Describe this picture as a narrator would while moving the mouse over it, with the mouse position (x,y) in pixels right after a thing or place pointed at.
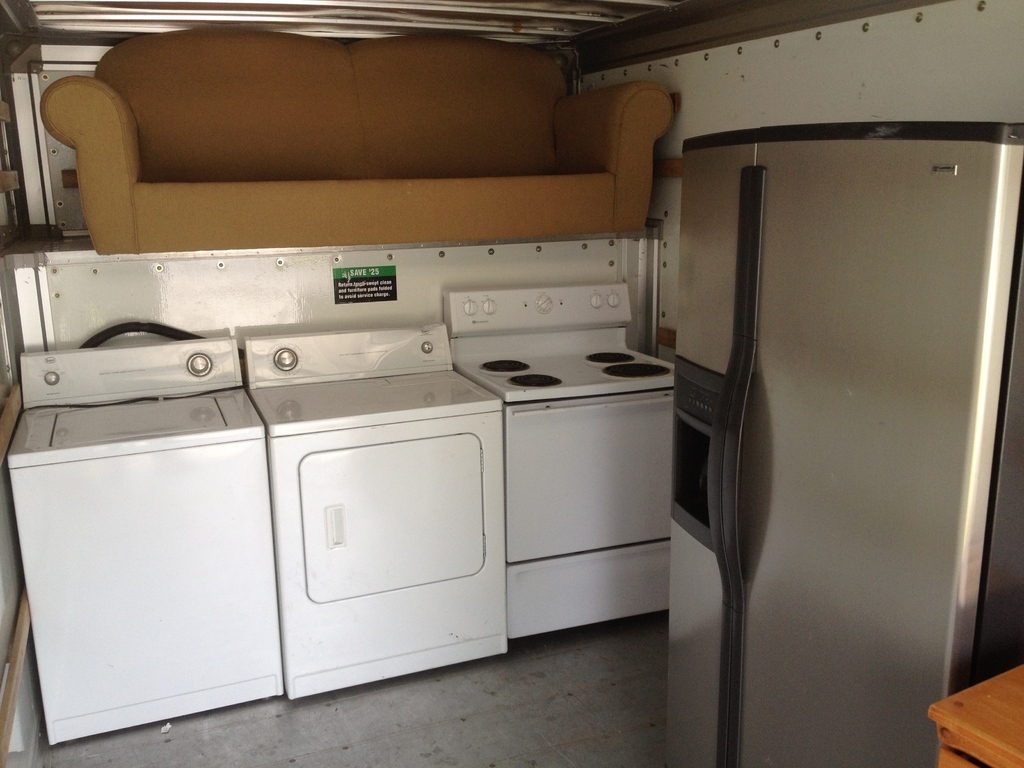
In this picture we can able to see a washing machine (169,545), a dryer (348,519), a stove (537,467), on top of those there is a sofa (310,117) and at right corner of the image (806,551) we can able to see a refrigerator (817,440).
